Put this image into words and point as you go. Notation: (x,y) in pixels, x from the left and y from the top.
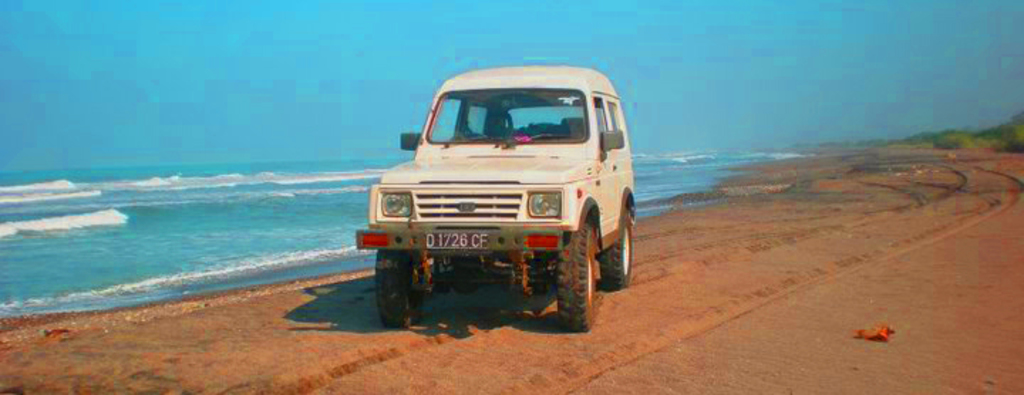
In this image I can see a white color vehicle (501,171), trees (1007,131) and the water (272,208). The sky (846,77) is in blue color.
